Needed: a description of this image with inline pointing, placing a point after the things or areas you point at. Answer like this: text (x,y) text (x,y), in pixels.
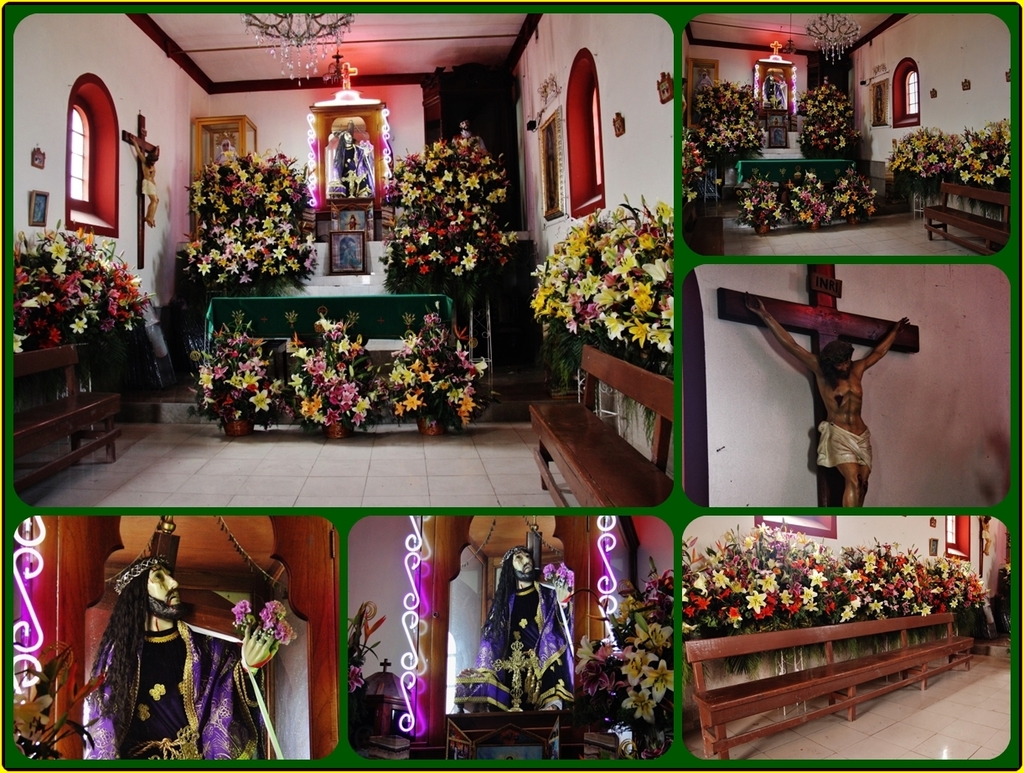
This is a collage image. In this image I can see the flower bouquets (400,400) which are colorful and I can see the statues (158,693) of the person (226,728). I can also see the windows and chandelier light (292,67) in the image.
